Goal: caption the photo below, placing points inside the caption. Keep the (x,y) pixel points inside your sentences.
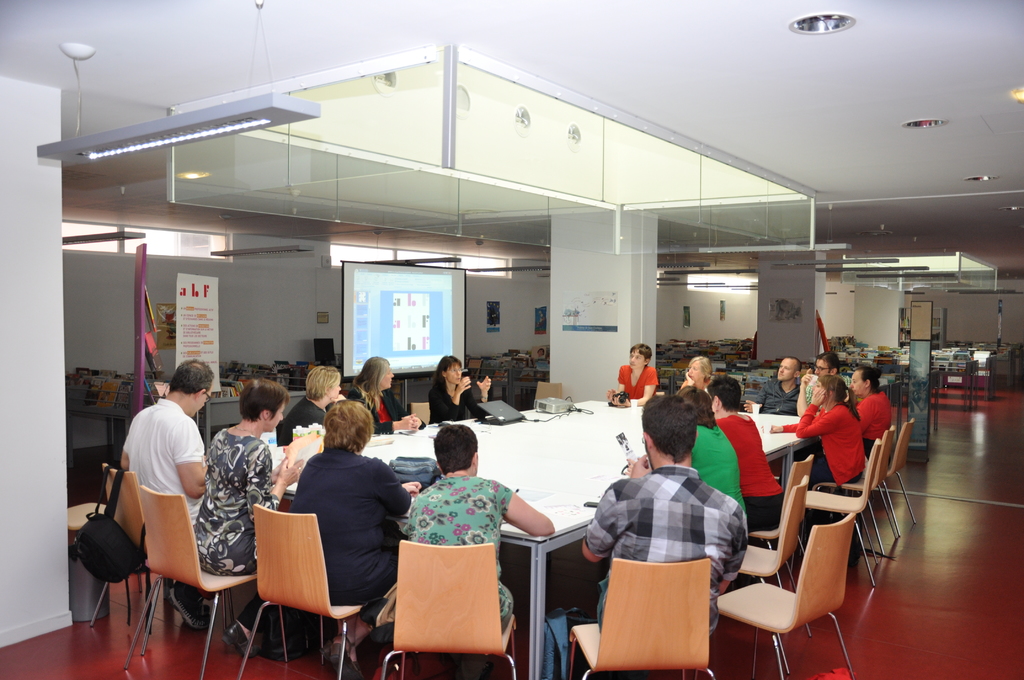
In the picture it's a hall (580,514) with group of people (383,389) sitting on chair (286,591) around the table (557,440). The table (550,449) has laptop (507,416), projector (560,404) and bag (415,463) on it. The ceiling (718,140) has lights (223,125) and the floor (969,595) is dark red color and there is flex (192,327) over to the left side of the room (229,354). There are several photographs (688,324) on the wall (701,305).
